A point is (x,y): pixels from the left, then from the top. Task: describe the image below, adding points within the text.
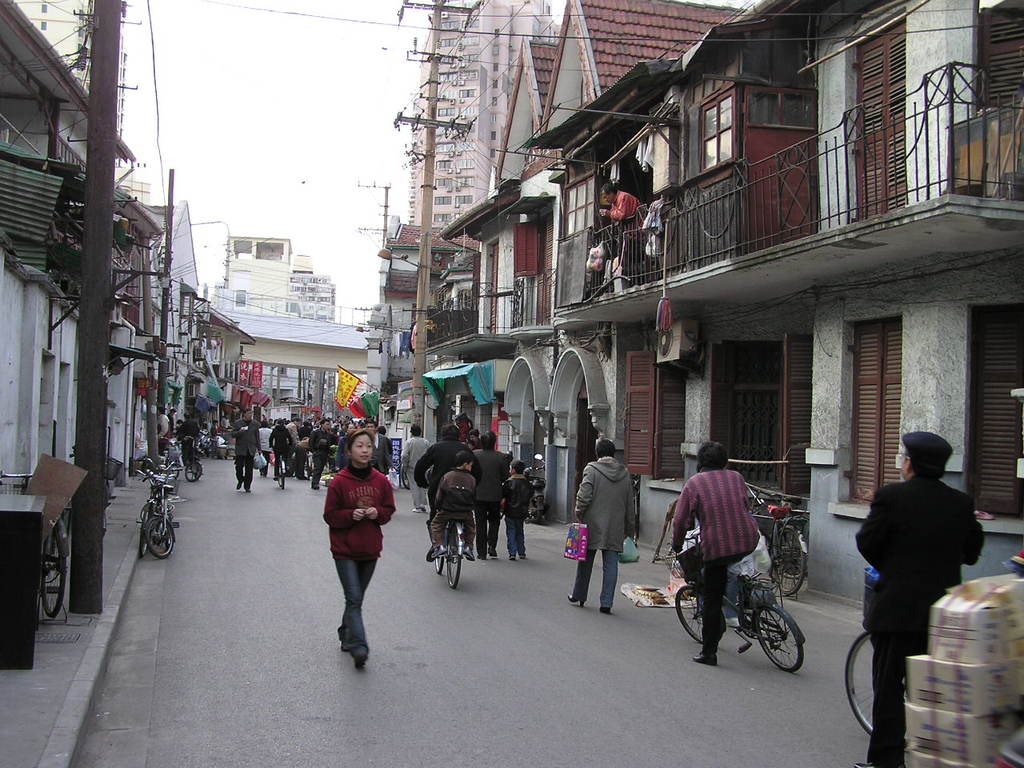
In this picture we can see people (507,515) on road (326,670) where some are walking and some are riding bicycle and aside to this road (396,511) we have buildings (515,242) with windows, balcony (612,244), pole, foot path (124,556), bikes (151,469), sky (287,62).
